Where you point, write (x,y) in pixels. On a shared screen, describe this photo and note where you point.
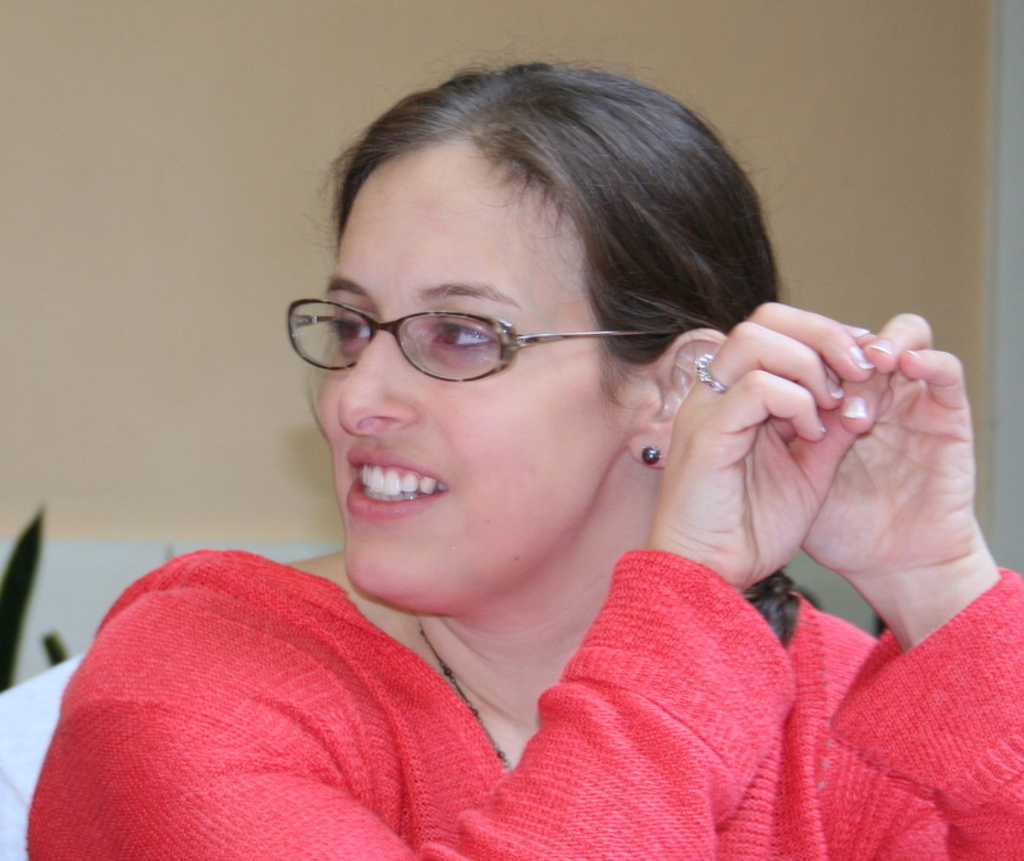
In this picture we can see a woman (338,682) in the red dress (309,733) and smiling. Behind the woman (238,572) there is a wall (390,83).
